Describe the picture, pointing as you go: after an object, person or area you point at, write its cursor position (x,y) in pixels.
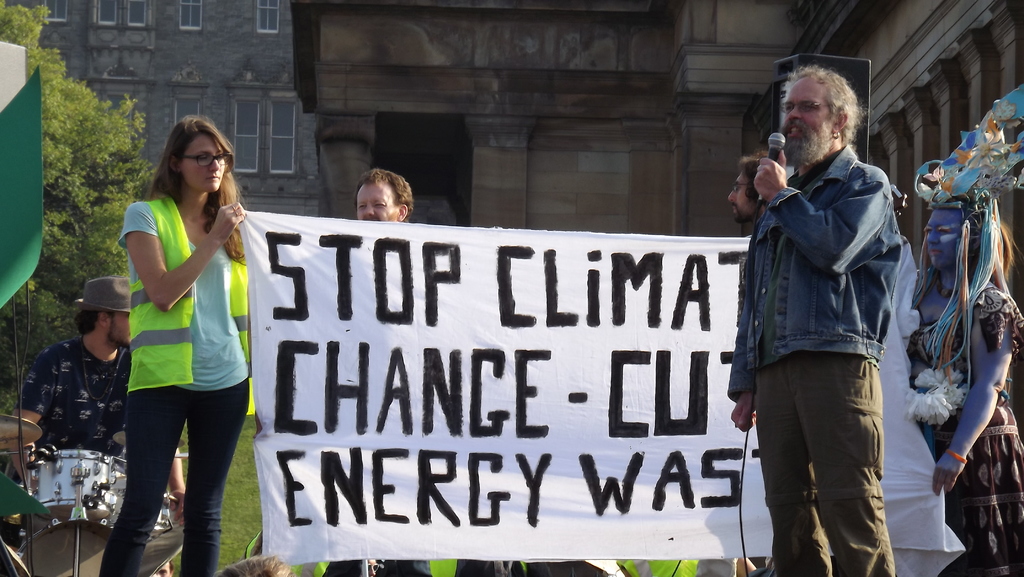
In the image there are some people (212,294), the person (887,311) who is wearing blue color jacket (842,307) is speaking, to his left side a woman (244,349) holding a banner (548,394) on which protest quotation (427,309) is written, in the background (573,101) there is a big building (583,89), to the left side (82,157) there is a tree (83,144) and in front of the tree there is a man (72,412) sitting and playing the drums (56,460).
